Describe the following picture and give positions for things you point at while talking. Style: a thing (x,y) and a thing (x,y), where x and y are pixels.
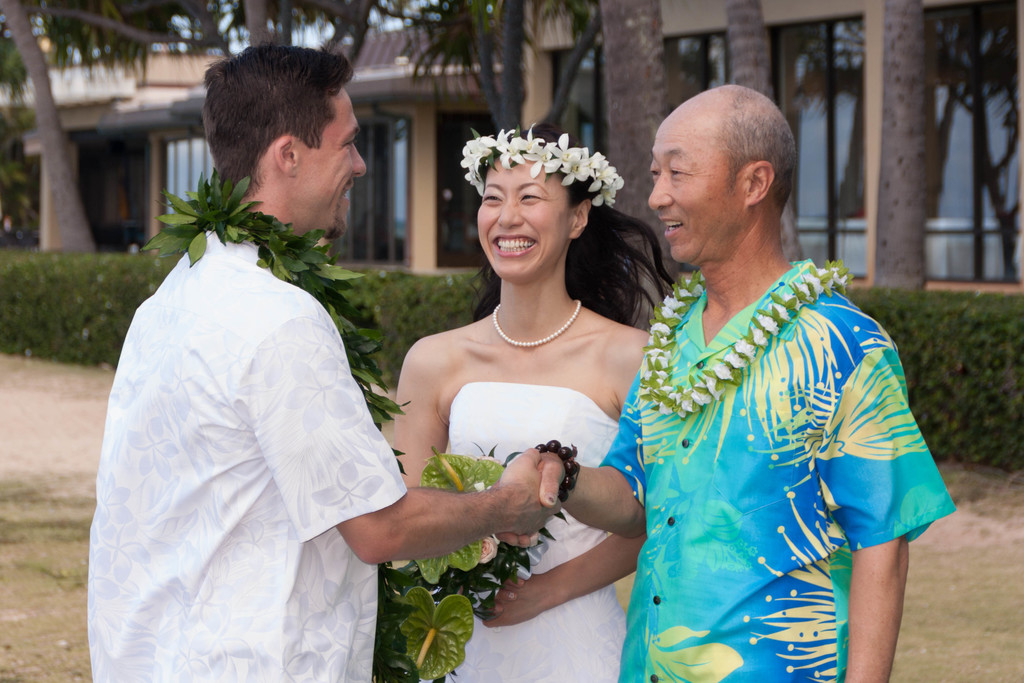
In this picture we can see three people (297,535), garlands (732,370), flower crown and these people (199,471) are smiling, standing and in the background (26,299) we can see plants (19,312), buildings (416,158), trees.
